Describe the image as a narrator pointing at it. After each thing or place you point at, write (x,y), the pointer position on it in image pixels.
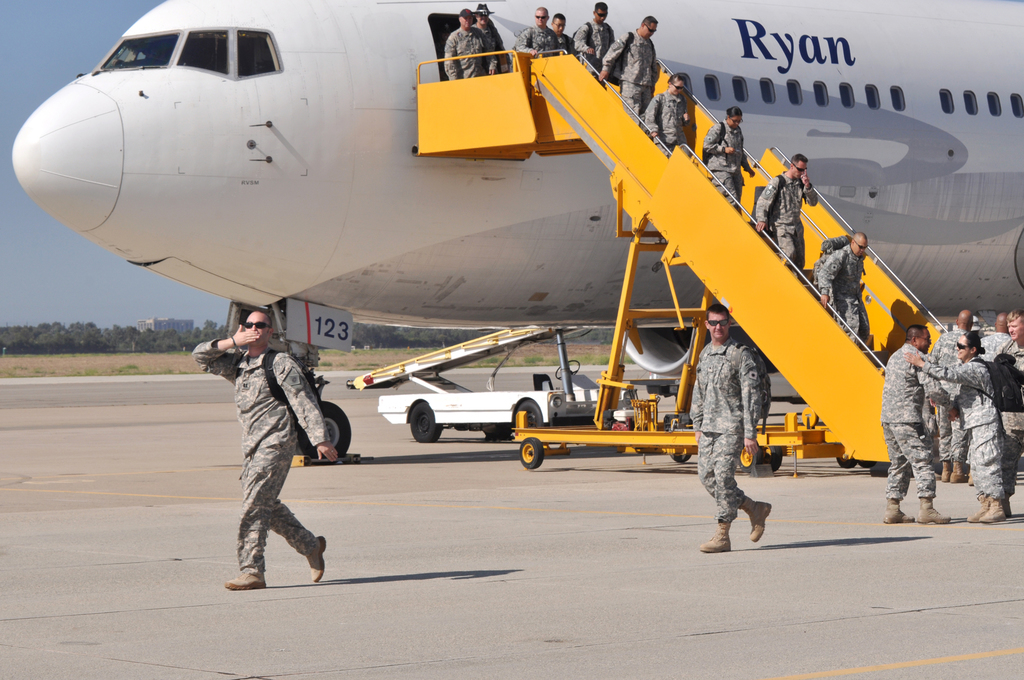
In this picture there are people (838,275) and we can see an airplane (611,254) and vehicle (637,418) on the road (186,420). In the background of the image (192,368) we can see ground (154,361), trees (171,344), building (172,327) and sky (81,293).
